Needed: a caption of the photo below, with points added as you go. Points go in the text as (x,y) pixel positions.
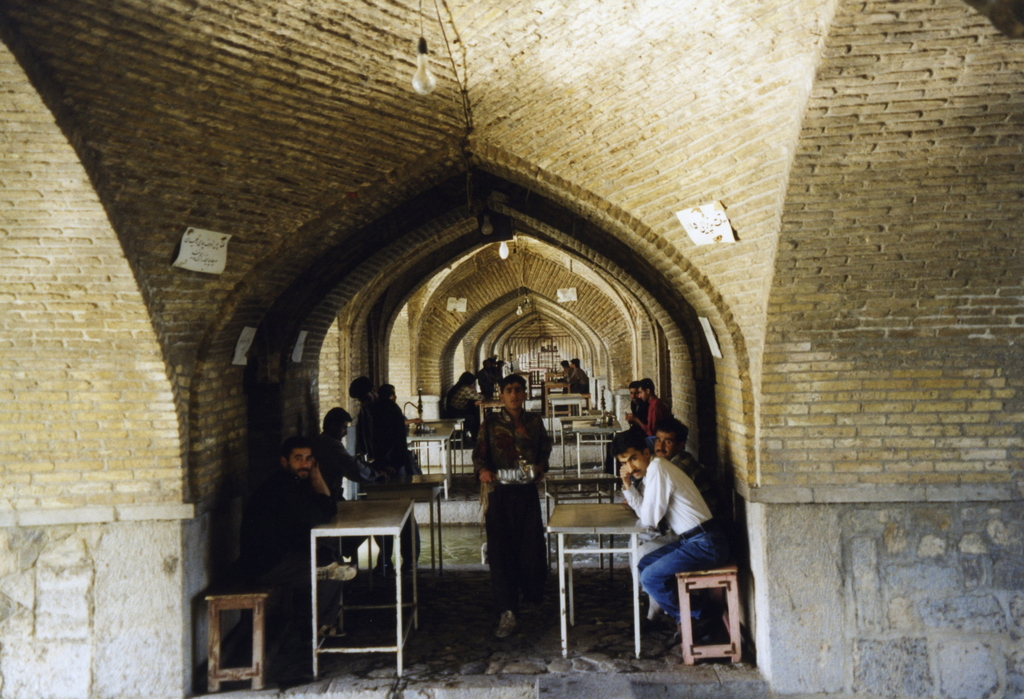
In this image we can see a few people (655,592) are sitting on the bench (257,622), in front of them there is a table (381,513). In the middle of the image (499,426) there is a person (499,529) walking on the floor (505,671). At the top of the image (698,222) there are few lights (502,254) and boards (705,235) are attached to the wall (153,242).
